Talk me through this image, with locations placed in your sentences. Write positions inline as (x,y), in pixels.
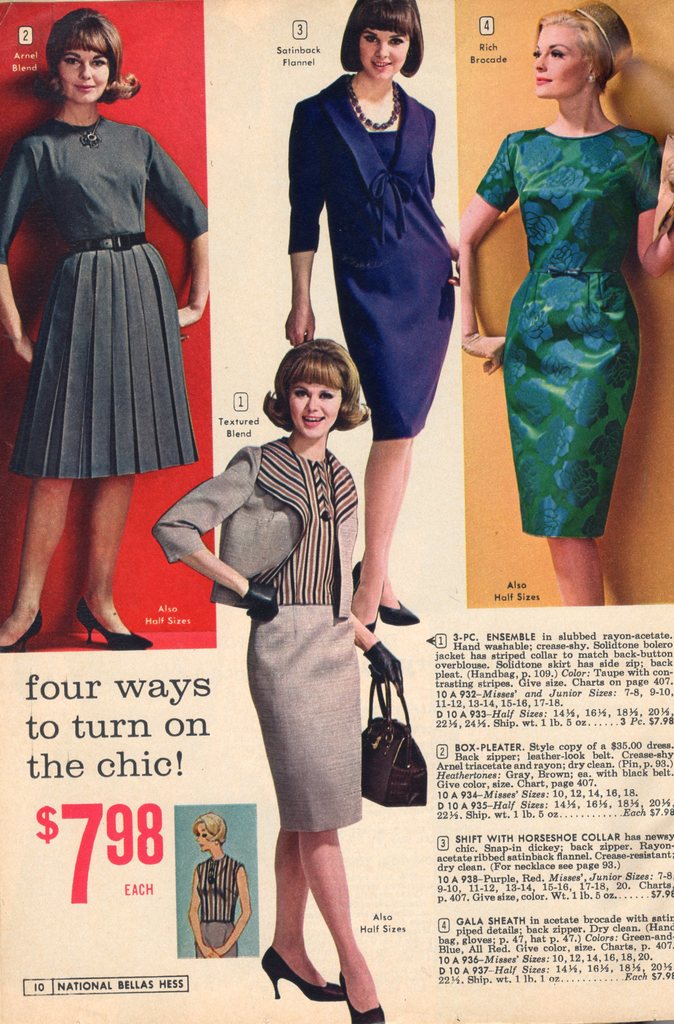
In this picture we can see a newspaper (452,604), in the newspaper (253,549) we can see few women (277,547), and a woman (344,620) is holding a bag (372,767).
